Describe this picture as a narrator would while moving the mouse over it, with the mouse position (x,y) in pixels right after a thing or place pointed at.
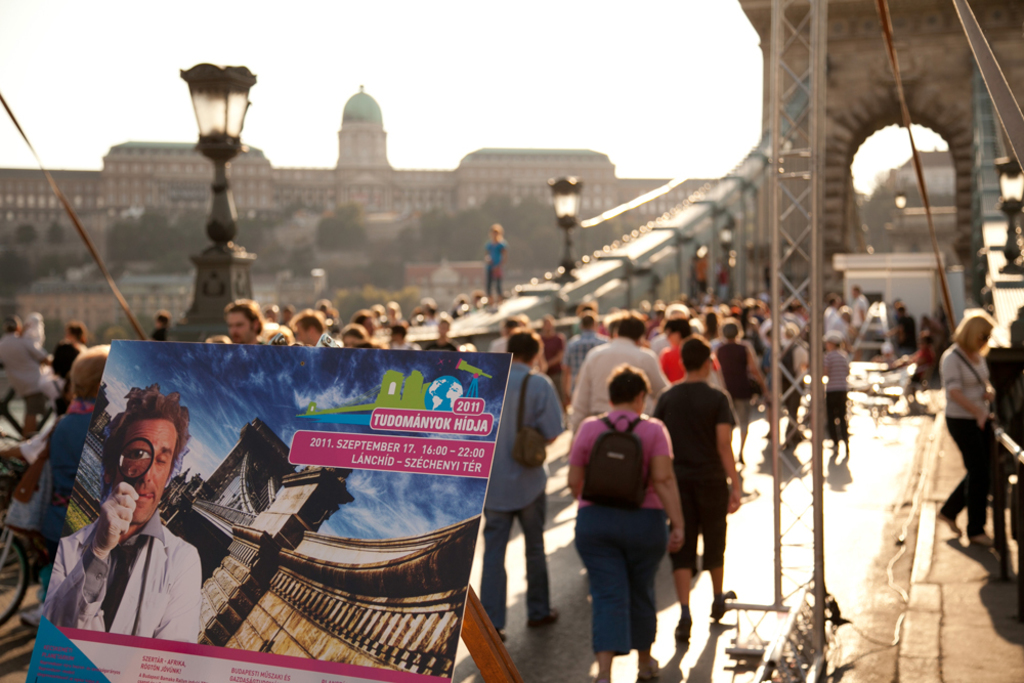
The picture is clicked outside a city (255,282) over a bridge (1018,380). In the foreground (273,476) we can see a board (260,441). In the middle (532,377) we can see a lot of people (706,433) walking down the road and there are street light (1014,219), iron poles (805,176), ropes (967,6) and various objects (1015,364). In the background (402,237) there are trees (446,246), building (328,184) and sky (326,58).
